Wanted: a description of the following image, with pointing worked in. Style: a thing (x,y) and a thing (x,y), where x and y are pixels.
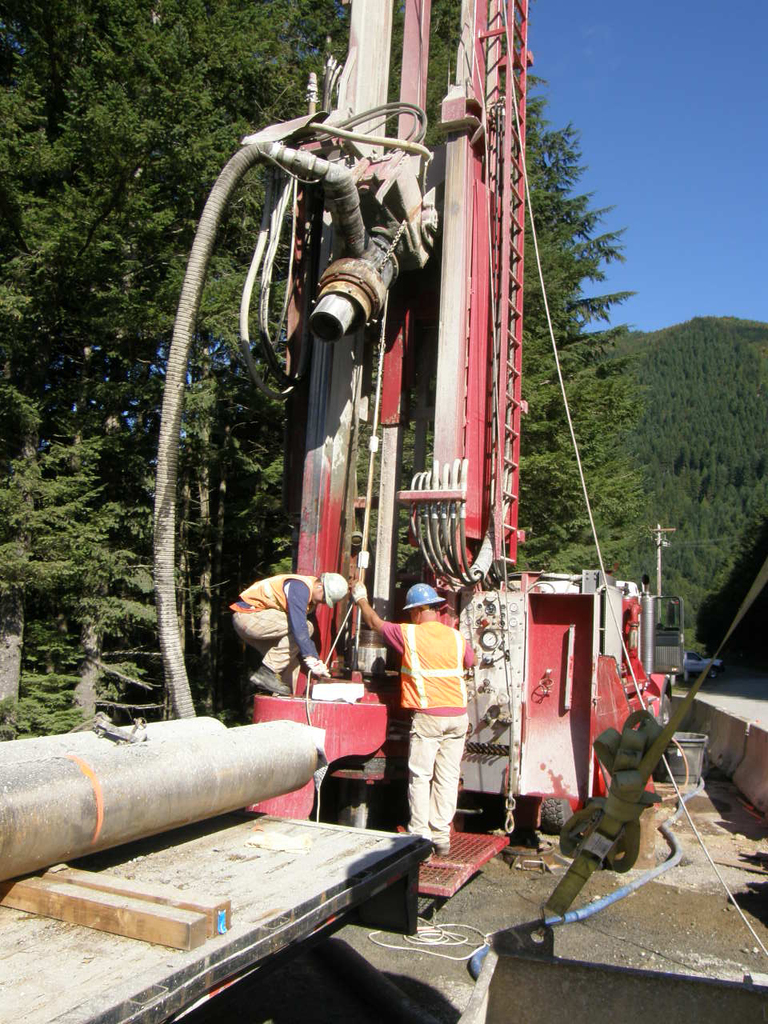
In this image we can see a well driller (510,736) and there are people (433,818). In the background (55,452) there are trees (621,355) and sky (669,149). On the left (96,810) there are rods (148,768).
